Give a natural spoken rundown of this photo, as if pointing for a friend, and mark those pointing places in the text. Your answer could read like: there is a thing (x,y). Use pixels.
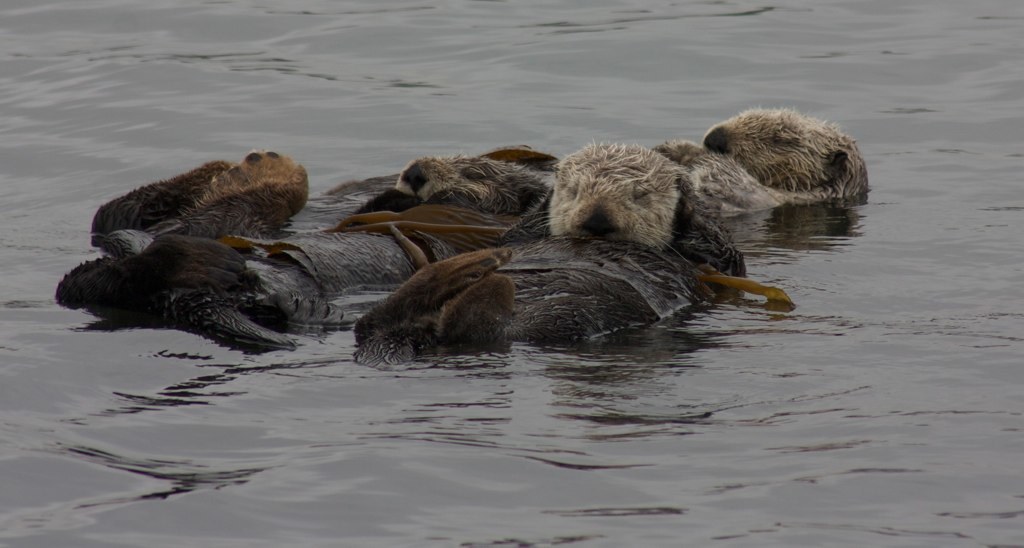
In the middle of the image (444,276) we can see few animals (405,250) in the water (587,362).
